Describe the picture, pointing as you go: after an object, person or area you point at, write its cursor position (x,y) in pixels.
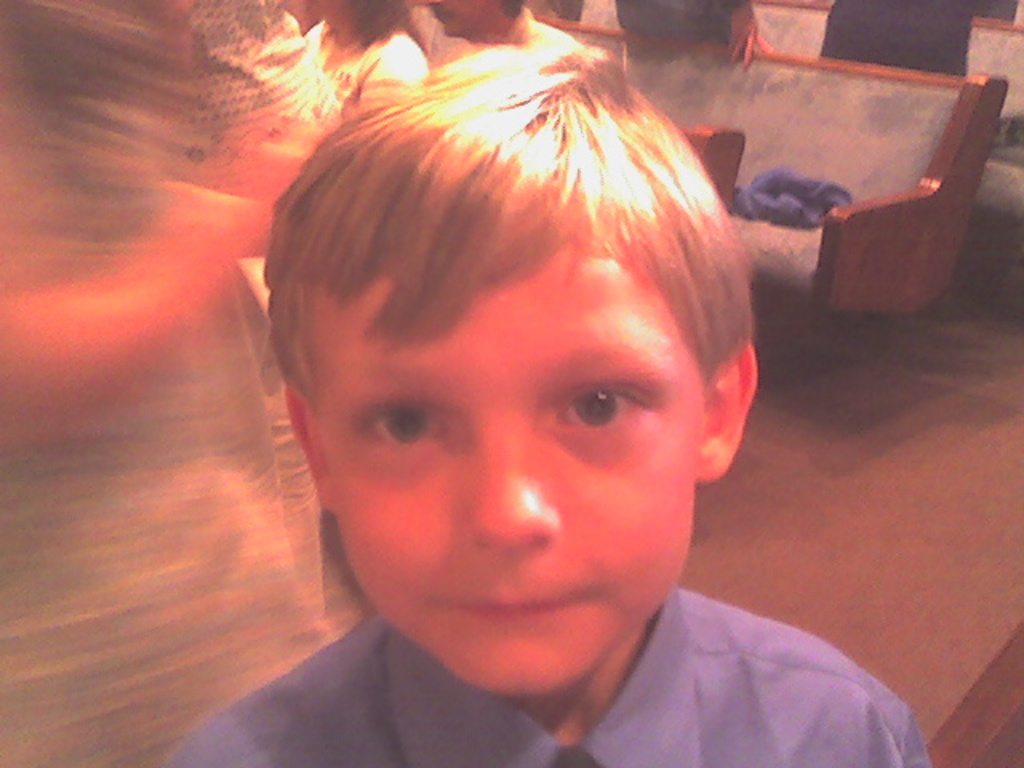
In the foreground of this picture (490,446), there is a boy (551,450) and in the background (913,197), there are persons (861,34) standing near a pew (767,100).
